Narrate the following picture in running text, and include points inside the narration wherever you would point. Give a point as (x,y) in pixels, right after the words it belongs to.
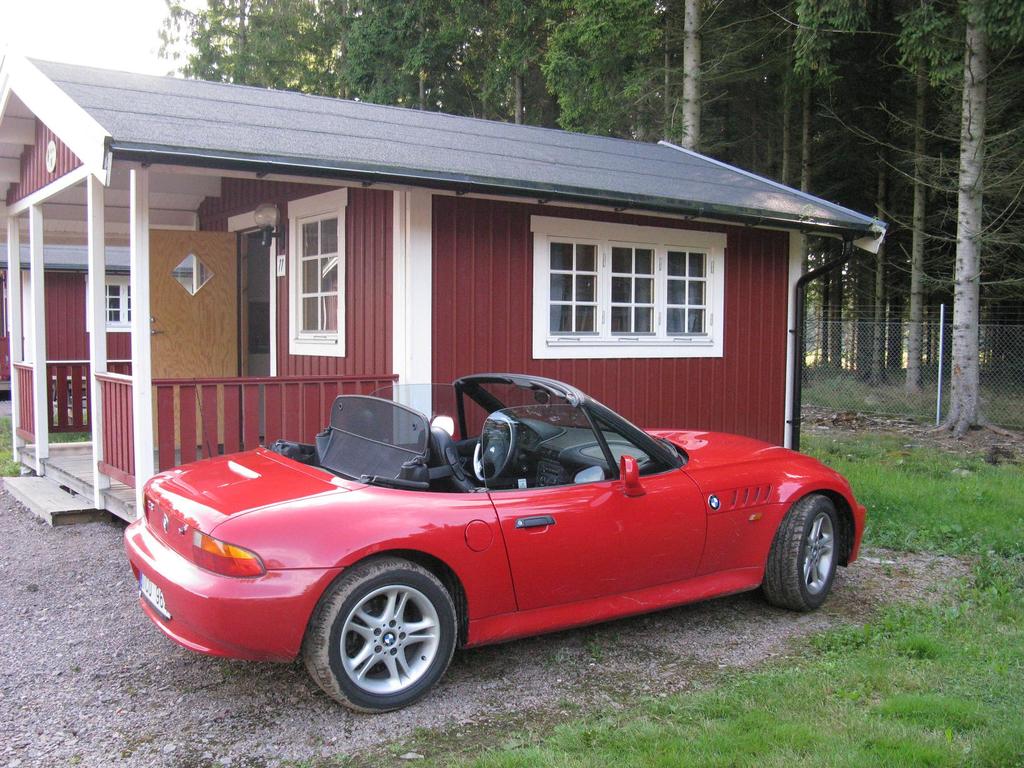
In this image we can see a house (379,330) with roof (717,213) and windows (342,308) and a car (464,486) which is parked beside the house (374,377). We can also see some grass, trees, a fence (805,332), bark (962,362) of the tree (961,355) and the sky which looks cloudy.
